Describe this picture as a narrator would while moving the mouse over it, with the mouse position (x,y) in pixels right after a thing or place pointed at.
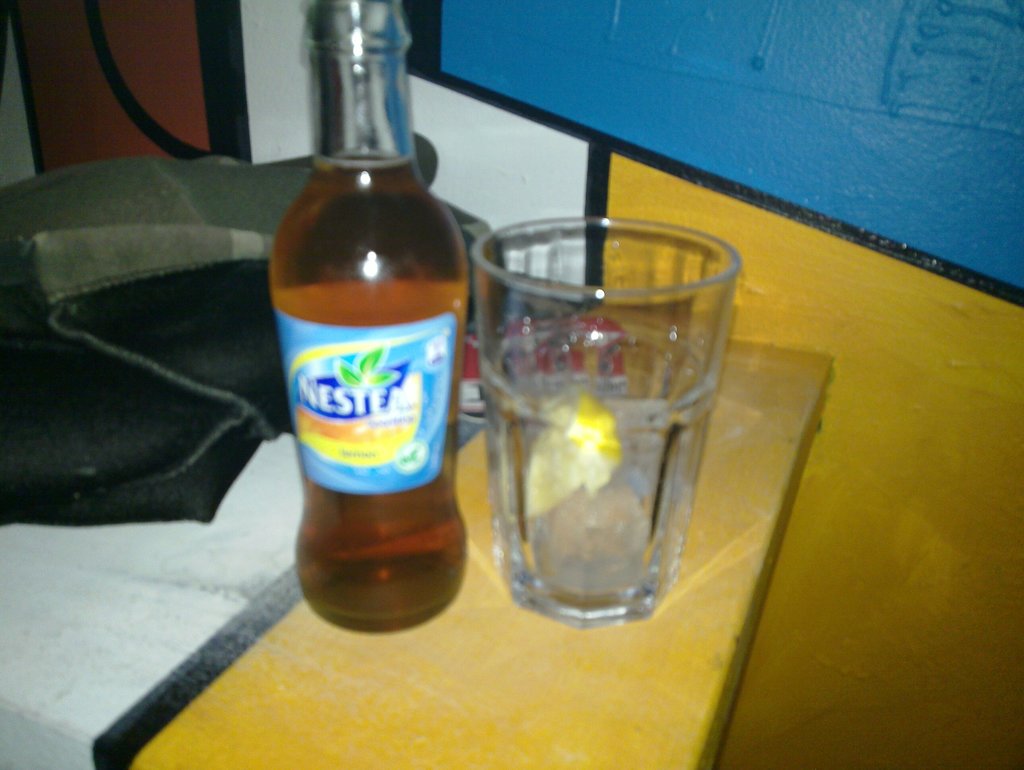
In this picture we can see a bottle (350,235) with drink (343,251) in it and glass (671,311) with water (554,418) in it this are placed on table (249,579) and beside to this we have bag (214,322) and in the background (472,131) we can see wall (733,197) with yellow, blue and white color painting (654,192).
